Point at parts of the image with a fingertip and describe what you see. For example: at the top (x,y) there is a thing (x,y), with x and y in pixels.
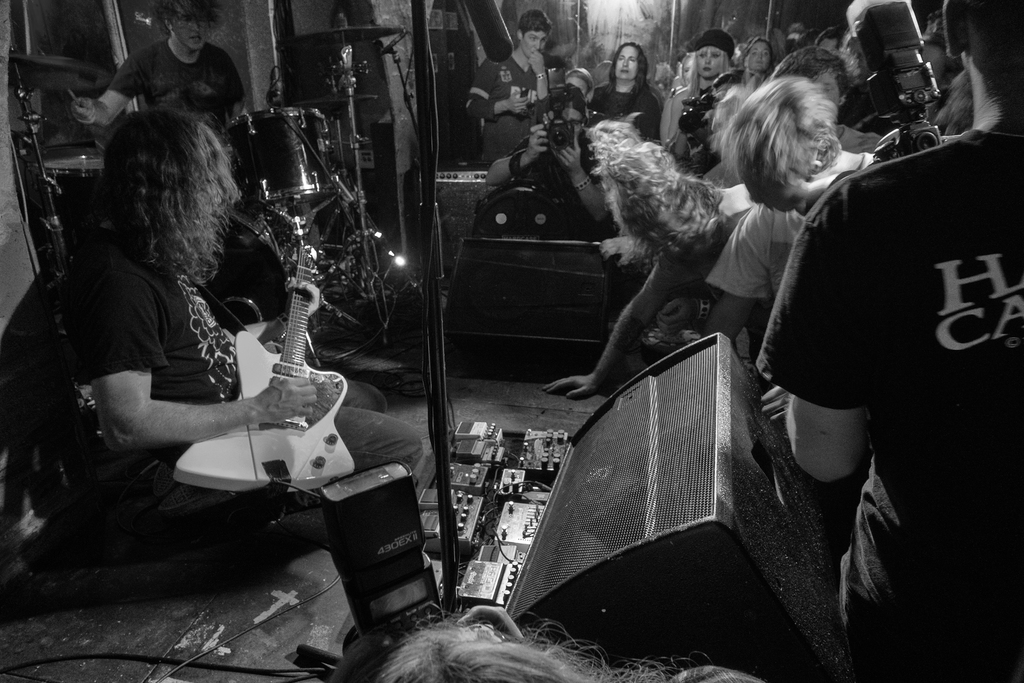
As we can see in the image there are few people (183,104) here and there. The man (190,198) who is sitting here is holding guitar (235,448) and there is a musical drums (313,136) over here. The man (551,131) who is standing here is holding camera (565,141).
